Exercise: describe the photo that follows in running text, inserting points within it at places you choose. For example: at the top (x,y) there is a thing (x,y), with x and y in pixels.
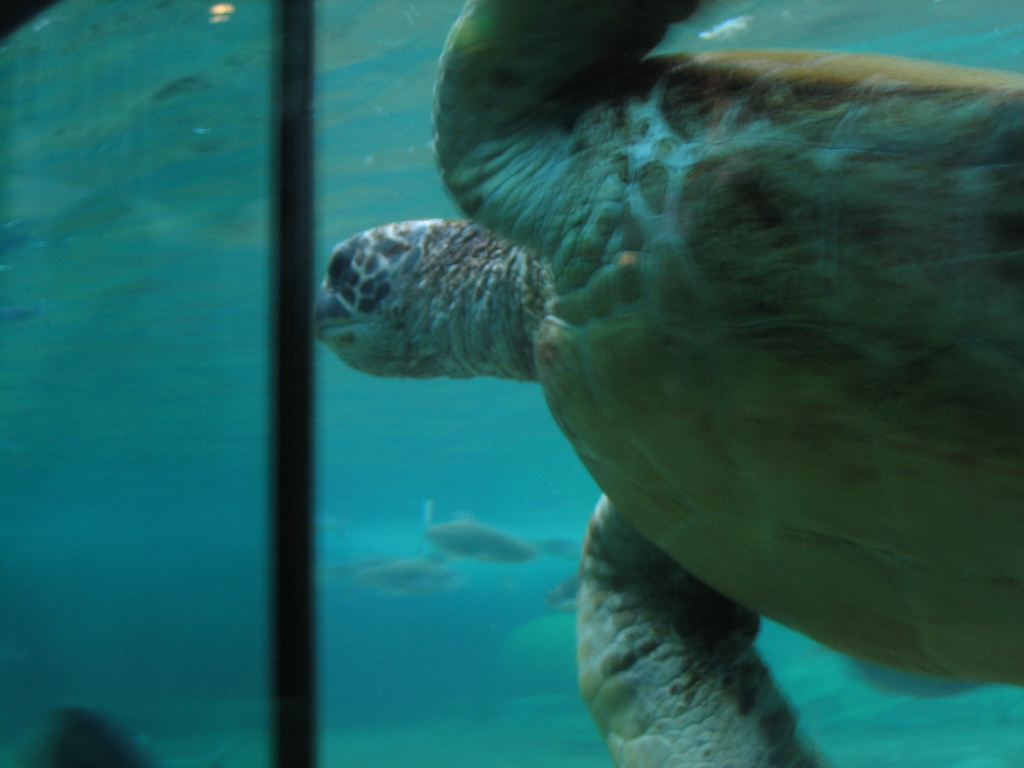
In this picture we can observe a turtle (627,443) swimming in the water (191,242). In the background (467,548) there are some fish (444,547) swimming in the water (325,530).
